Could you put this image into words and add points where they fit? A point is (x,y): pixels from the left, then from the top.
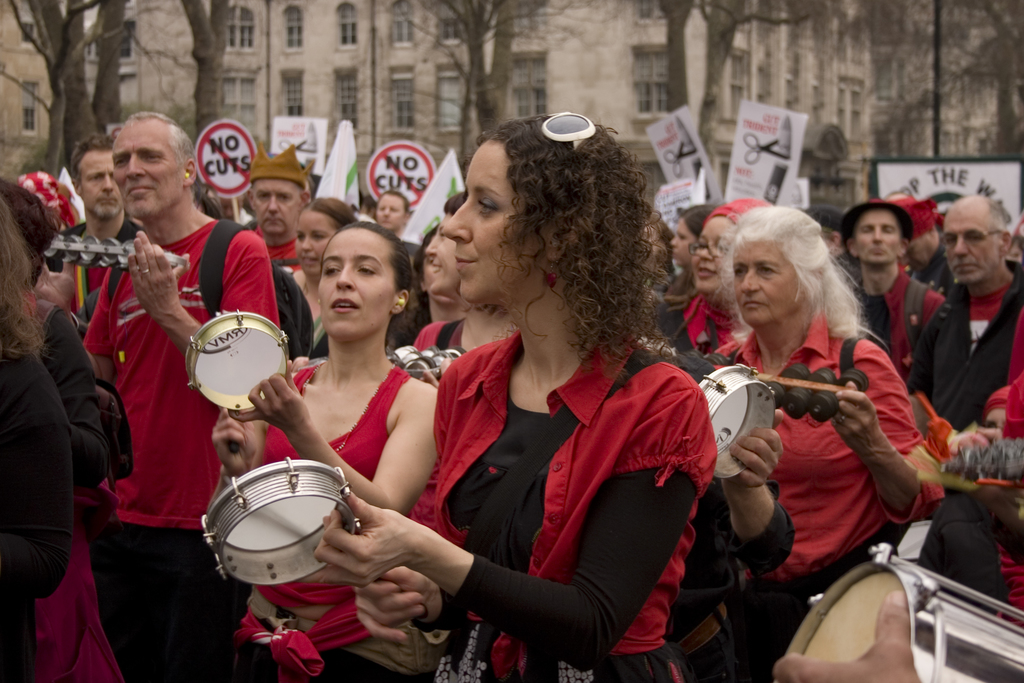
In this picture we can see a group of people (420,392) standing and holding drums (210,348) in their hands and in the background (341,68) we can see banners (321,126), building (316,56) with windows (648,50), trees (955,58), pole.
